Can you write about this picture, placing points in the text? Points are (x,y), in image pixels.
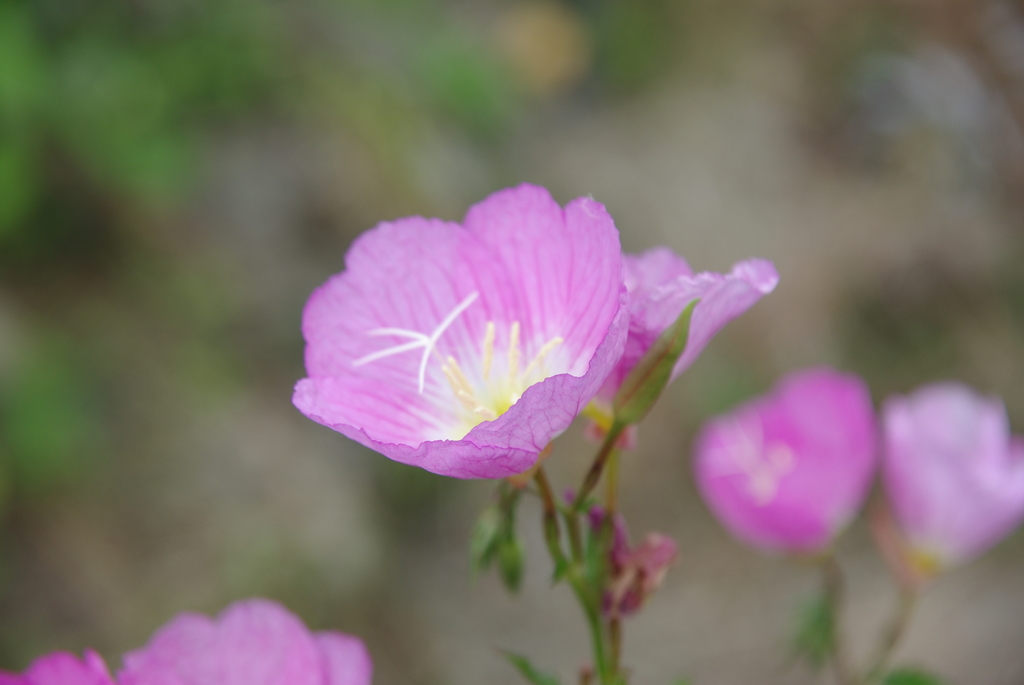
In this image we can see pink color flowers (590,396) to the plant (592,601) and the background (779,116) is blurry.
